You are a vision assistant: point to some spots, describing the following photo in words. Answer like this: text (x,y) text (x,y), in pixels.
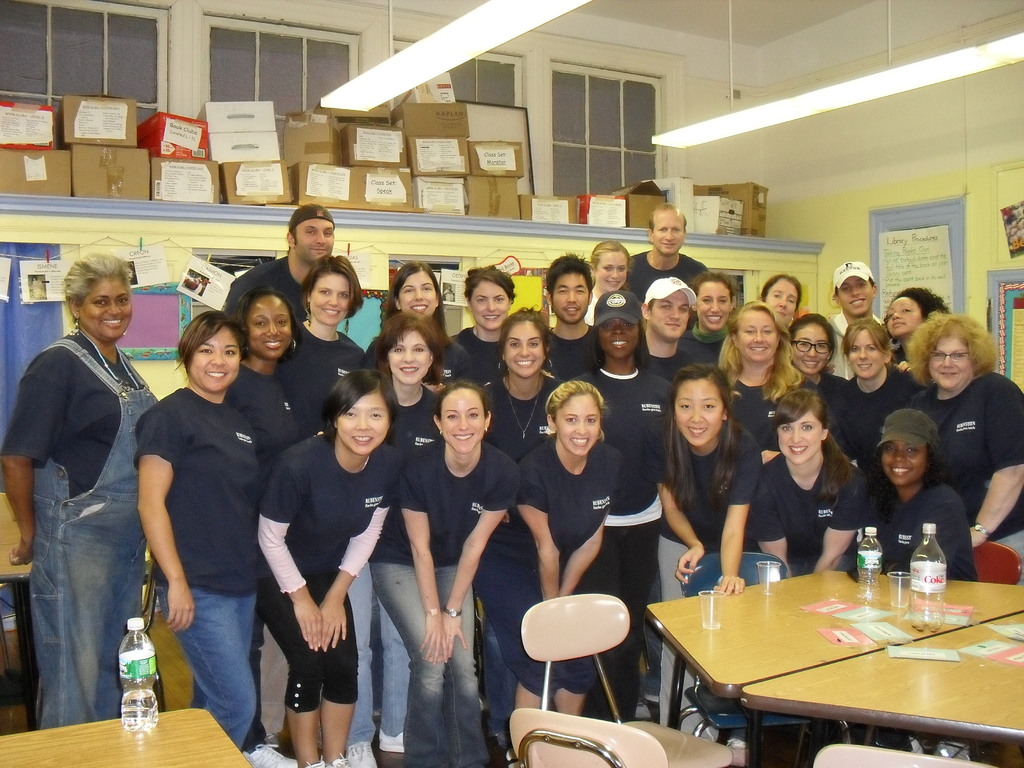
In this image there are group of people (289,491) who are posing for the picture. There is a table (830,593) in front of them on which there are bottles (930,565) and glasses (772,579). At the background (151,234) there is a wall (163,231) on which there are cardboard boxes (435,161). At the top (434,58) there are lights (468,36).
